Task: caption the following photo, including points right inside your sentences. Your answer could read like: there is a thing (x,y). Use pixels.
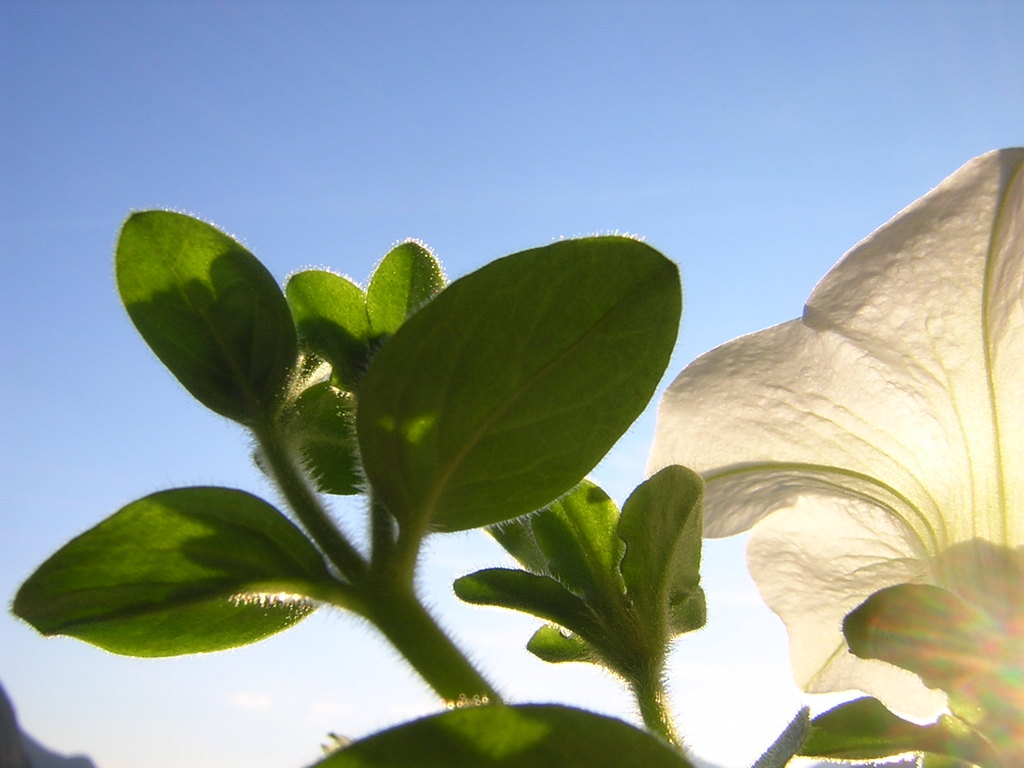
In this picture I can see there is a flower (917,535), it is in white color and is attached to the plant (644,667) and it has leaves (482,523) and the sky (409,227) is clear.
